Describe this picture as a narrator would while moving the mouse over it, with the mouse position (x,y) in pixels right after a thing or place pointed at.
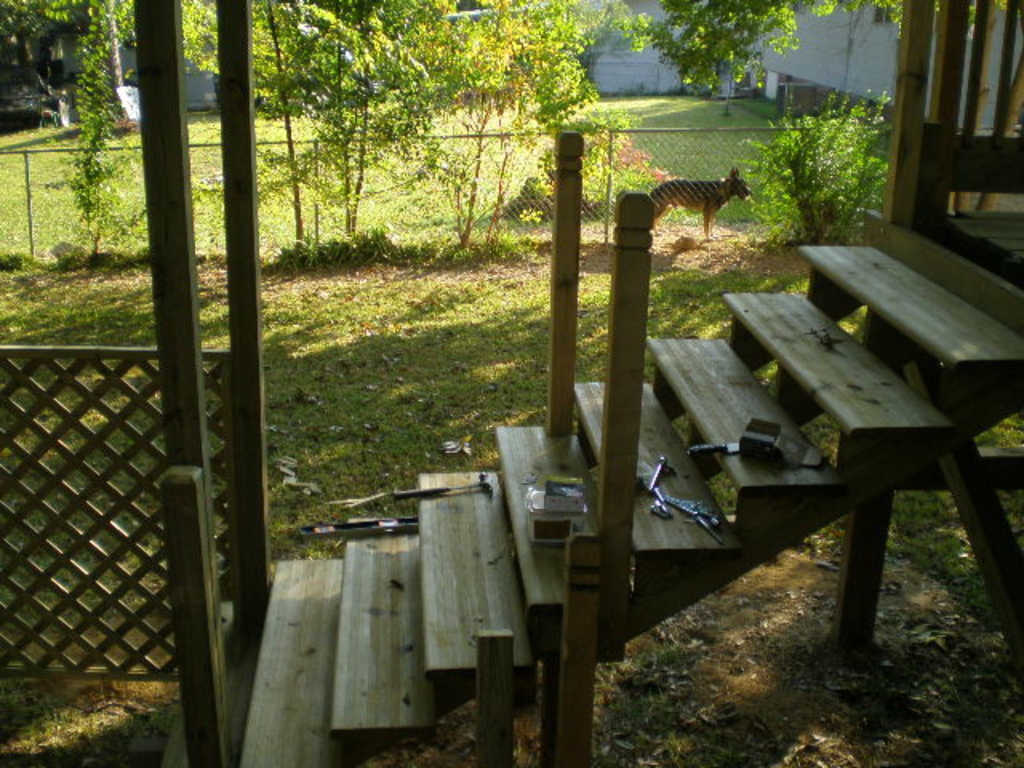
On the right side (763,479), we see the staircase (762,468). We see the machinery tools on the staircase (493,549). On the left side (187,419), we see the wooden fence (65,382) and the wooden poles (170,513). At the bottom (725,652), we see the grass (378,428). In the middle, we see the fence (403,209). Behind that, we see a dog (711,190) and the trees (669,11). There are trees (274,29) and a wall (608,83) in the background (663,58).
